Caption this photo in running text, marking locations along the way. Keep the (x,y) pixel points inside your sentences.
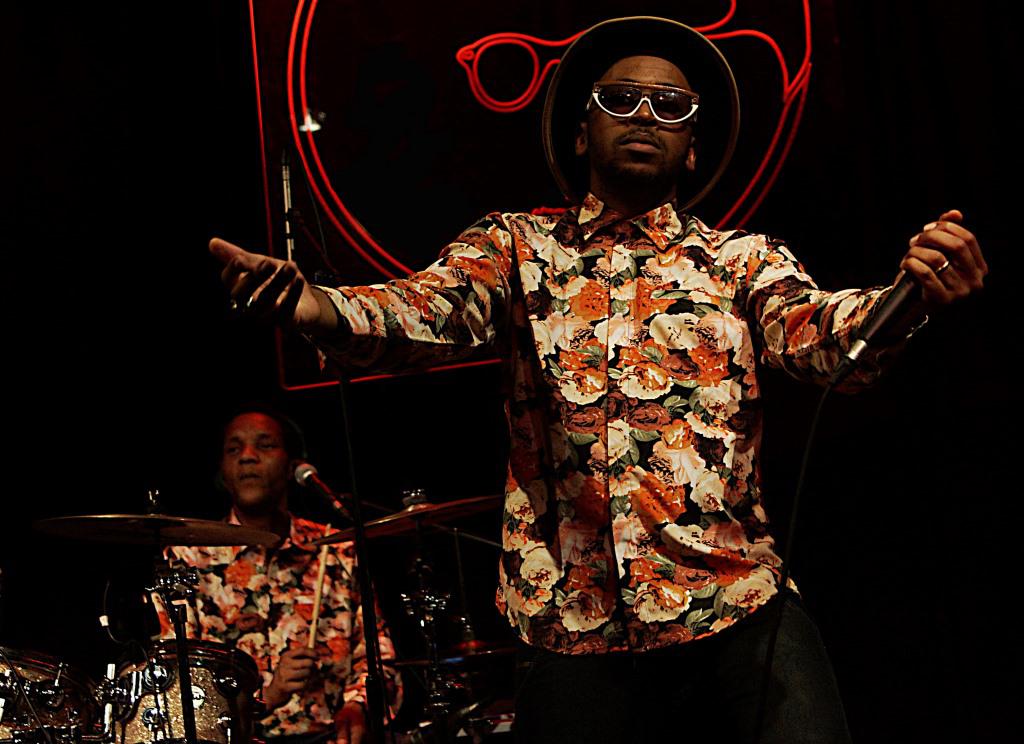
In this image, we can see a person (682,390) wearing clothes (596,539) and sunglasses (663,108). This person (604,328) is holding a mic (907,281) with his hand (936,285). There is an another person (263,594) in the bottom left of the image (261,588) playing musical drums (218,661).
